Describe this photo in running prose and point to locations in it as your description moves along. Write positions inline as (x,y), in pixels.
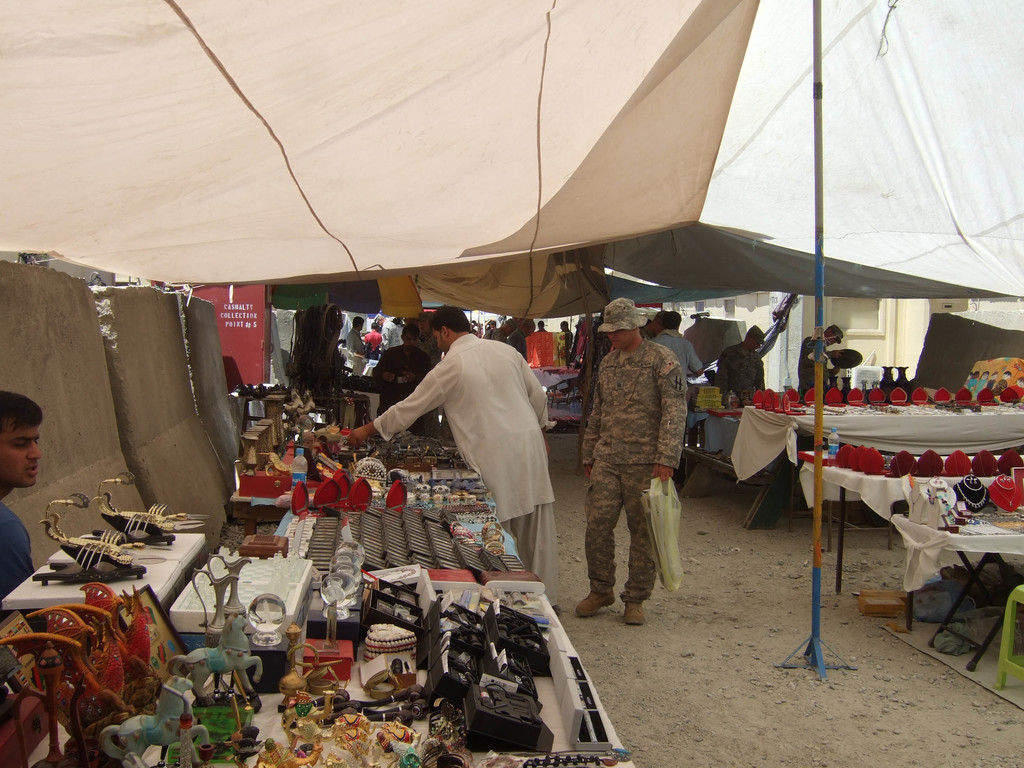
In this image we can see people (488,419) and stalls (364,529). There are objects (469,667) arranged on the tables (885,433). On the left side of the image (121,341), we can see cement structure (158,397).
